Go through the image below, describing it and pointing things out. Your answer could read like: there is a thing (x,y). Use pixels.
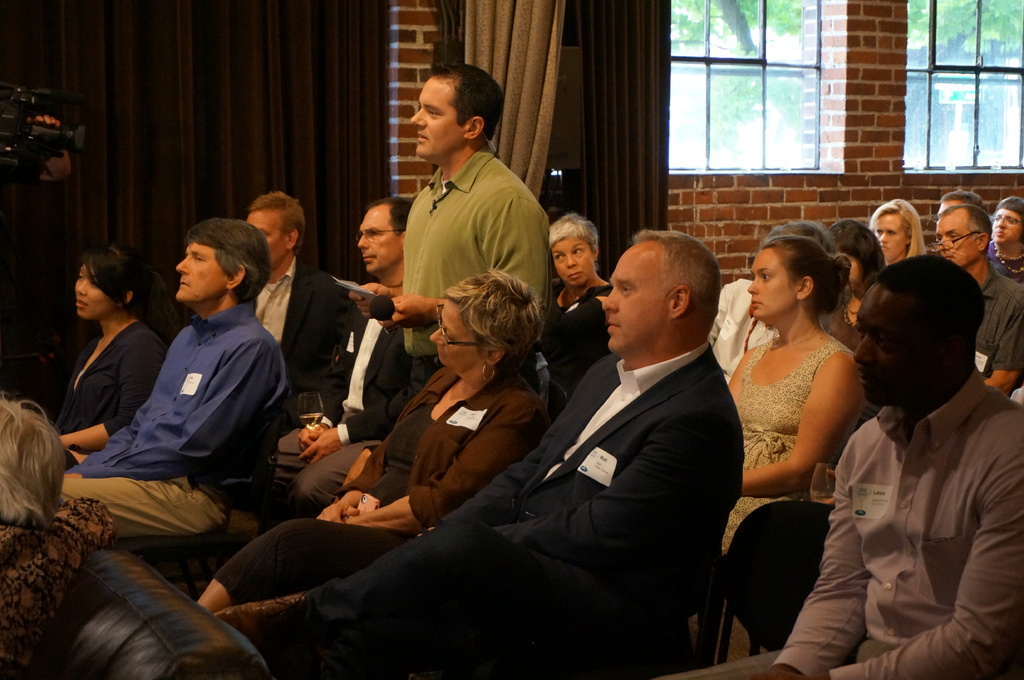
There is a man (461,268) who is standing in the center of the image (408,308), by holding a mic (384,313) and a paper (348,286) in his hands (406,295) and there are people (451,315) those who are sitting on the chairs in the center of the image (613,232) and there are curtains (252,60) and windows (764,78) in the background area (810,99), there are trees (746,32) outside the windows (959,36) and there is a video recorder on the left side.
